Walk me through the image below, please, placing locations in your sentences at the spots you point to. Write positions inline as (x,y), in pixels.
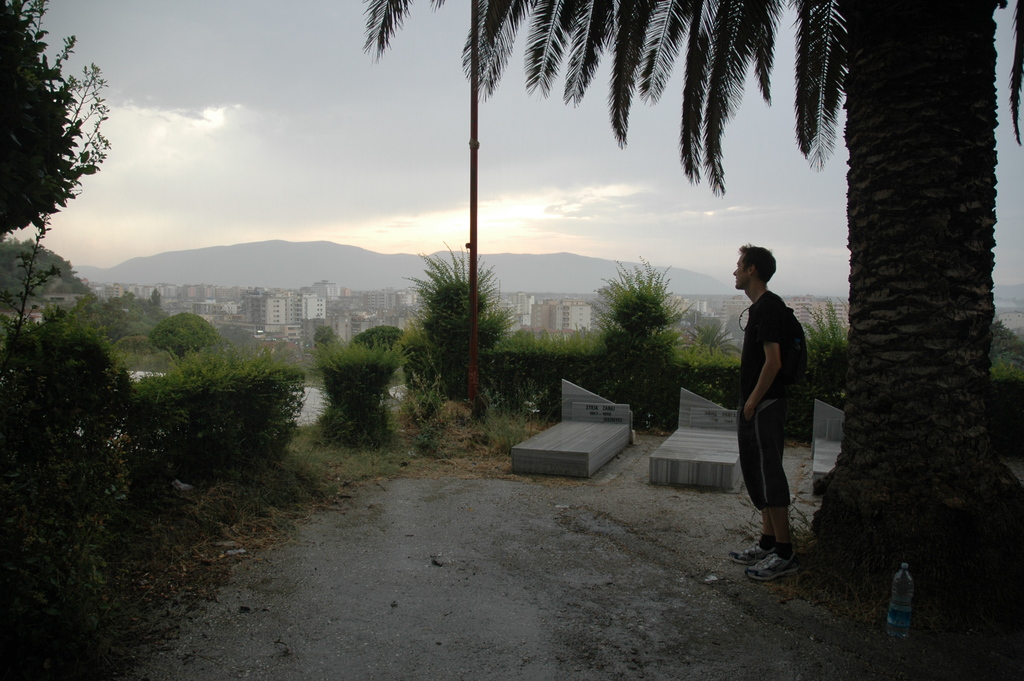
In this image I see a man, who is standing on the path (634,465) and there is a tree (871,436) side to him. In the background (810,310) I see lot of plants (209,362) and trees (176,363), buildings (353,304) and the sky (124,152).
